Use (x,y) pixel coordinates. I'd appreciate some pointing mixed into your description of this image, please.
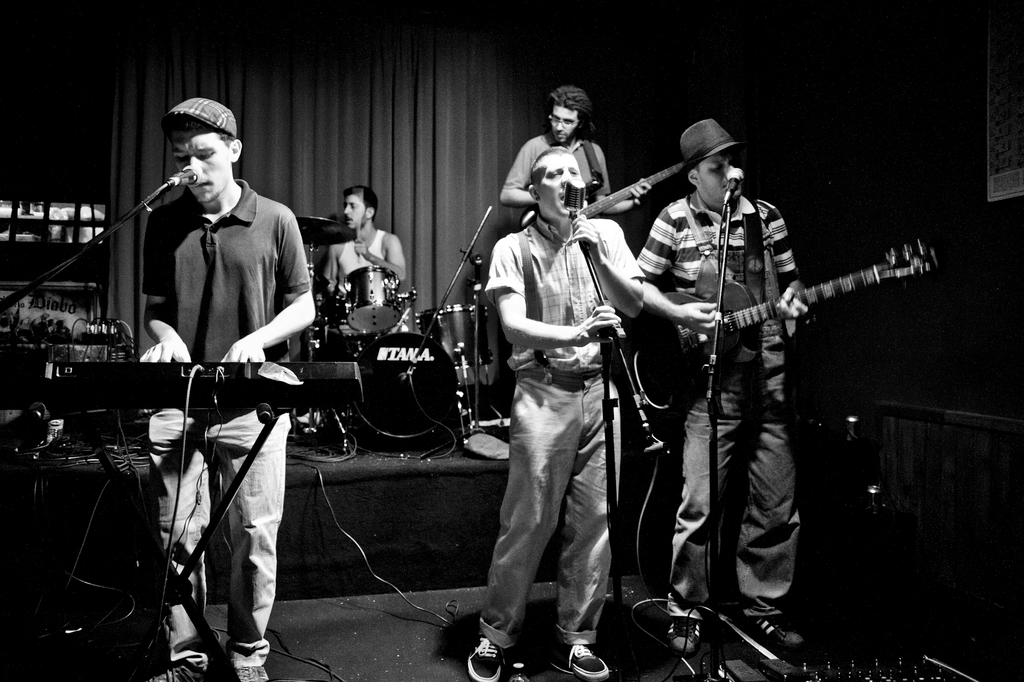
The 4 people (657,303) are standing and playing the musical instruments (670,298) and singing a song. There is a person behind is beating the drums (375,281).
